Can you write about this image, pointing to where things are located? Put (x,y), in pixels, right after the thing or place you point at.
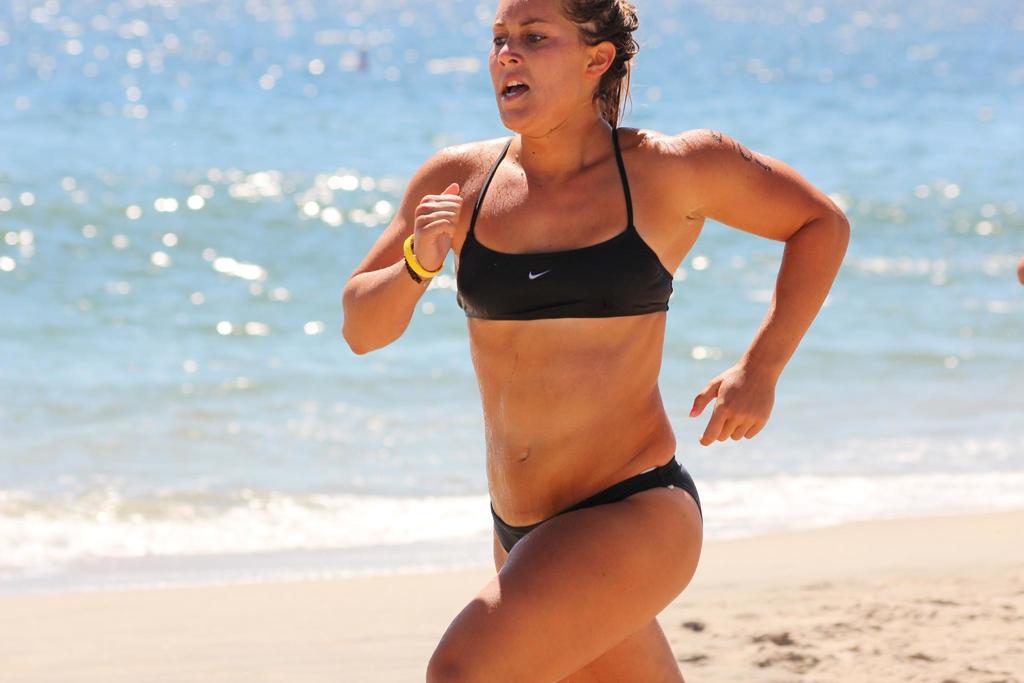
In the center of the image (619,367), we can see a lady (493,398) running and in the background (868,269), there is water (999,163) and sand (836,596).
